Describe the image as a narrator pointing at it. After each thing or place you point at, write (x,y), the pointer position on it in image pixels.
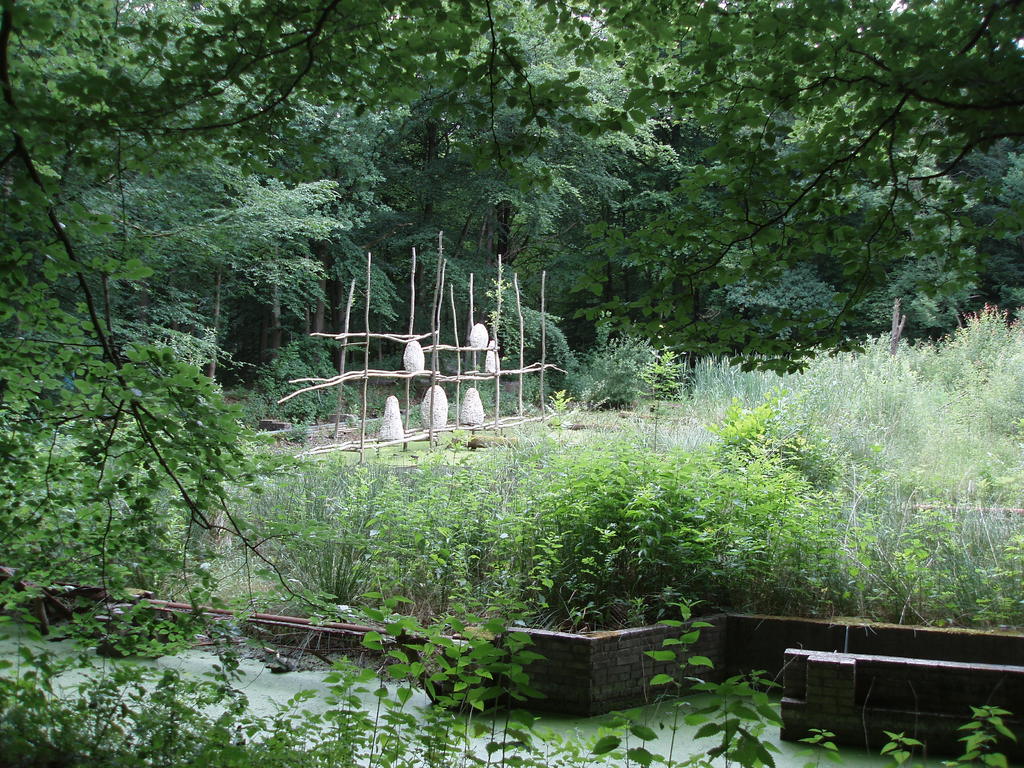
In this picture we can see some trees (660,46) and plants (839,486) here, at the bottom (774,758) there is water (791,747), we can see some sticks (497,346) here.
